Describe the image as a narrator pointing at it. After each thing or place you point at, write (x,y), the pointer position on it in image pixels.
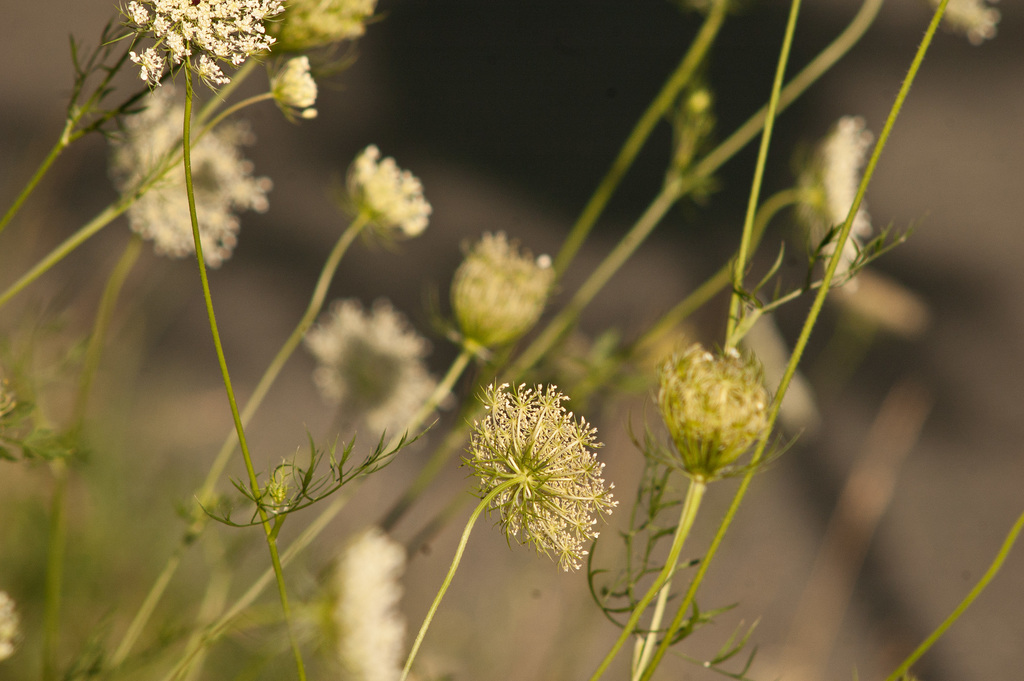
In this image I can see flowering plants (746,427). This image is taken may be in a farm (704,126).
